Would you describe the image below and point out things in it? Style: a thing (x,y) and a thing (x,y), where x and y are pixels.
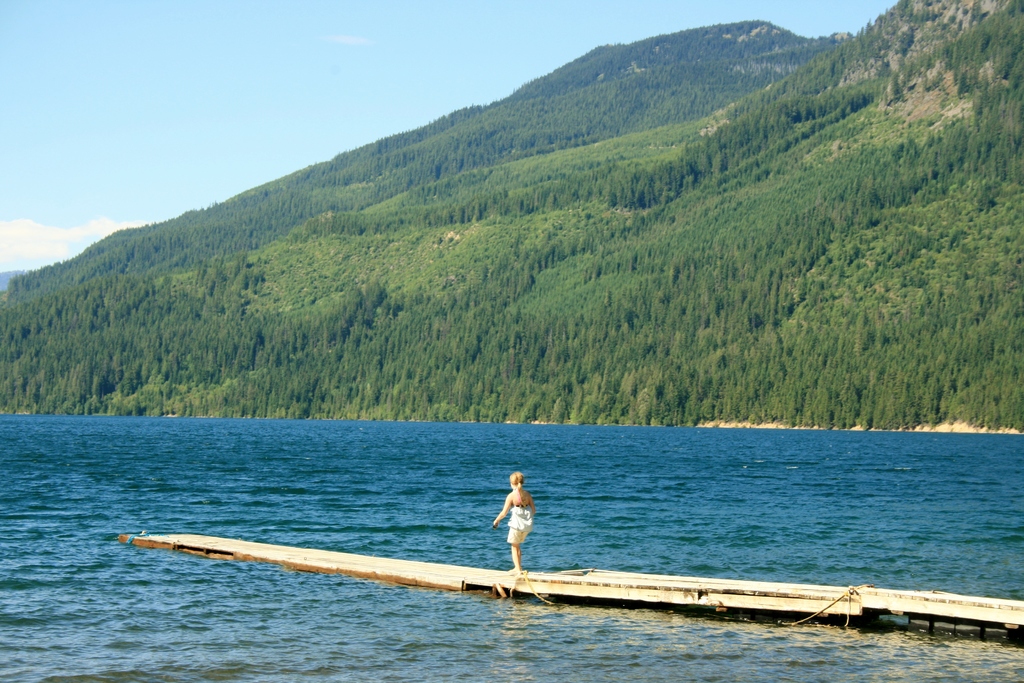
At the bottom of this image (514,531), there is a child (511,516) standing on a wooden platform (171,549), which is on a water (116,548). In the background (951,242), there are mountains (490,107) and there are clouds (63,254) in the blue sky (251,132).
